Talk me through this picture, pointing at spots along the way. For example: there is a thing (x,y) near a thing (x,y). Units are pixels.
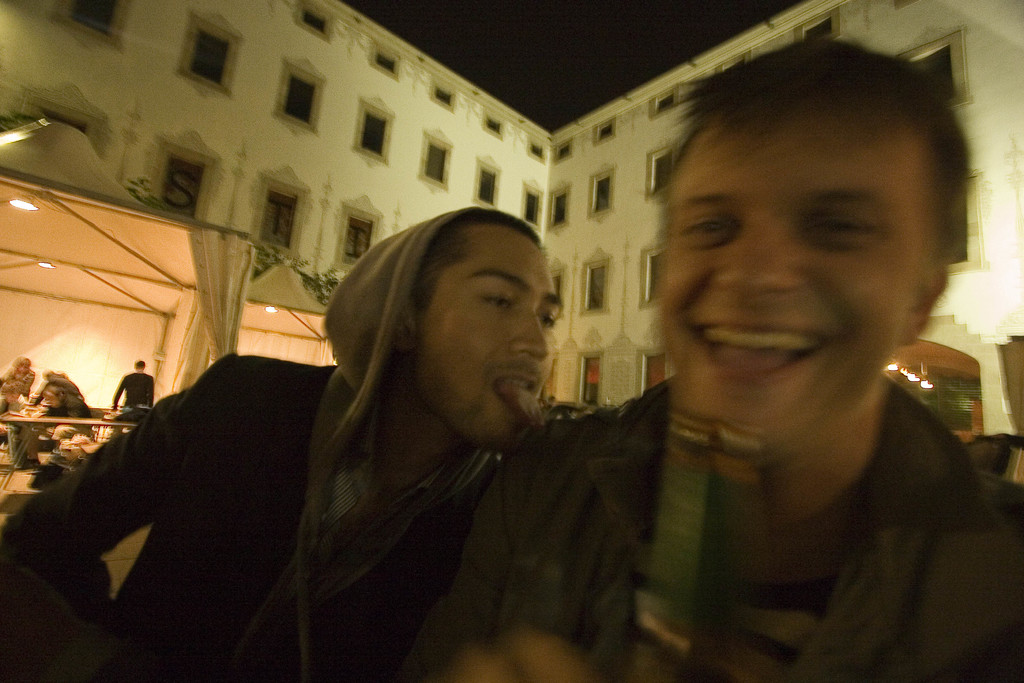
In this image we can see two persons (448,498). In the back (63,389) there are few people (63,389). And there is a building (440,143) with windows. And there are lights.
